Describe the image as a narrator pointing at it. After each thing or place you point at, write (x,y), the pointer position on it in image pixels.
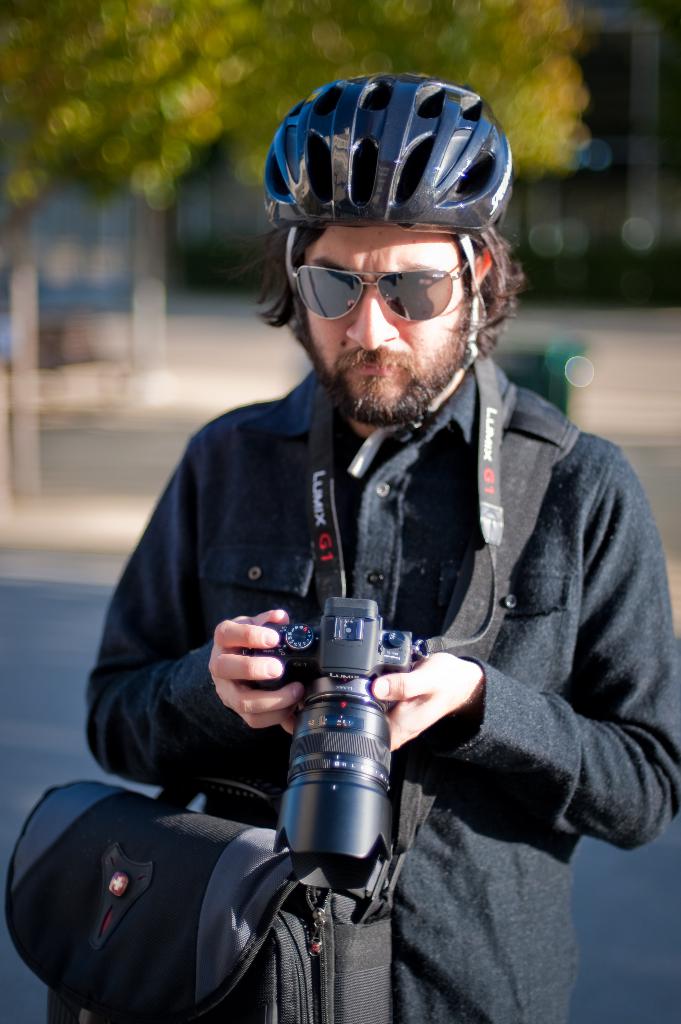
In this image i can see a man (349,576) wearing a black shirt (216,509) and wearing a spectacles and holding a camera (345,761) and carrying a bag (216,926) standing on the road (16,752). back side of him there are some trees (338,41) visible.
